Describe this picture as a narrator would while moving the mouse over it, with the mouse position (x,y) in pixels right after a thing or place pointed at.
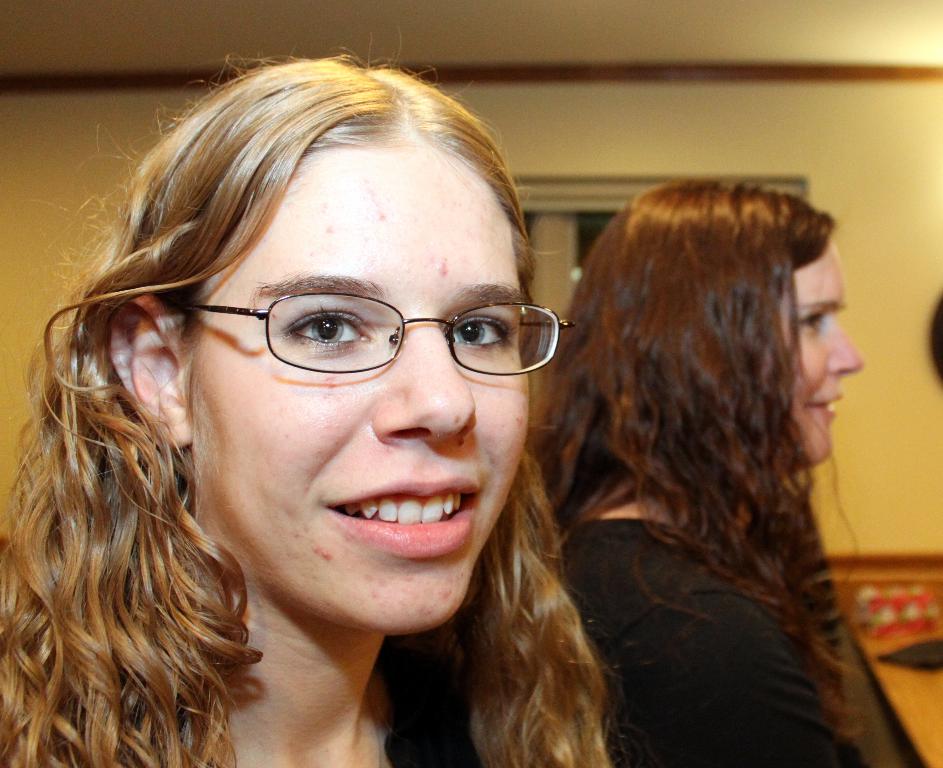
In the picture we can see a woman (390,640) standing and smiling and she has a gold color, curly hair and behind her we can see another woman (674,288) standing and she is with a black dress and in the background (857,160) we can see a wall (900,115) with a window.
